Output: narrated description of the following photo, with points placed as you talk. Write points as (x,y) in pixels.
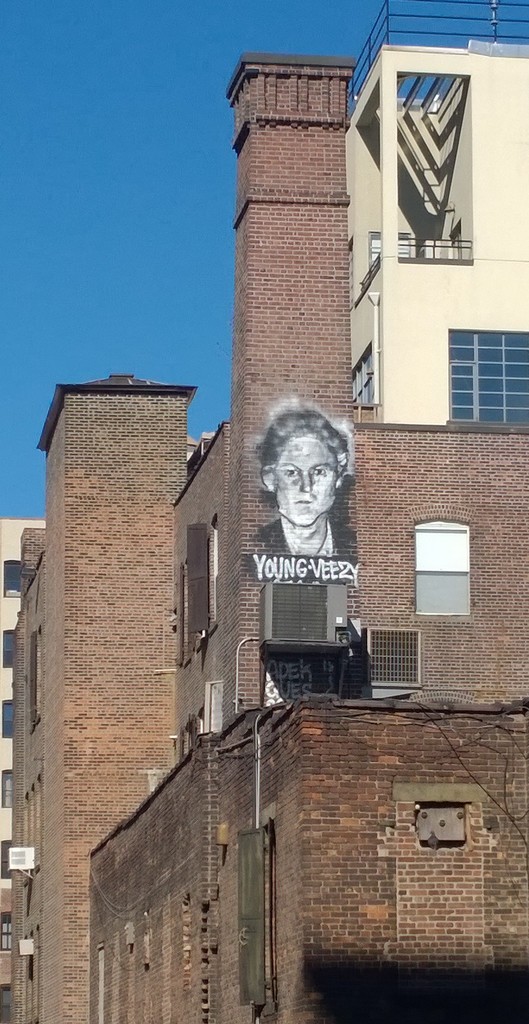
In the center of the image (337,394) we can see the sky (187,273), buildings (105,670), windows (522,369) and railings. And we can see the painting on the wall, in which we can see a person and some text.
